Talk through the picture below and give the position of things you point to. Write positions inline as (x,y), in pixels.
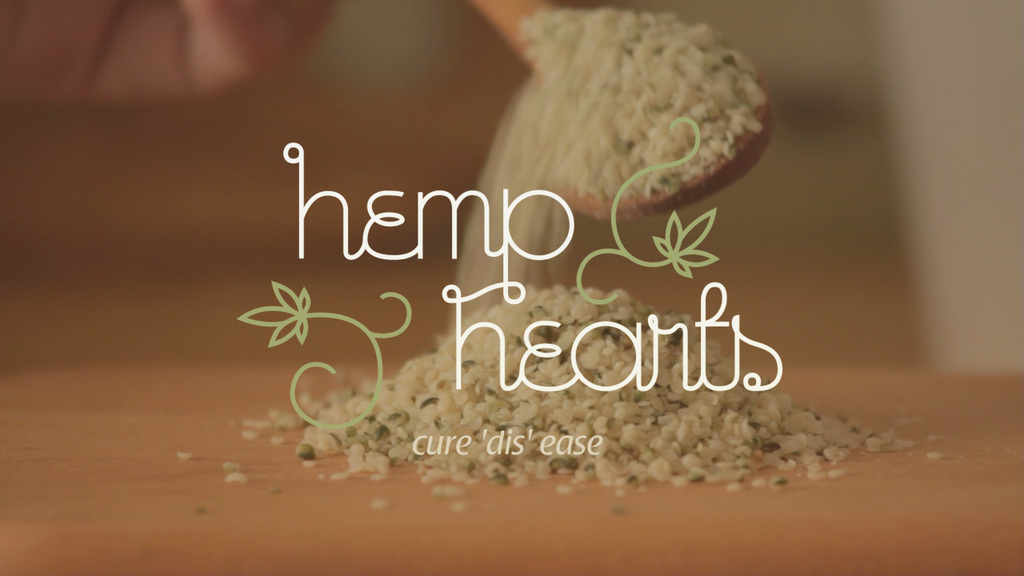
In this image there is a spoon (594,91) of grains (655,68) falling on the board (753,526), and there are watermarks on the image.
